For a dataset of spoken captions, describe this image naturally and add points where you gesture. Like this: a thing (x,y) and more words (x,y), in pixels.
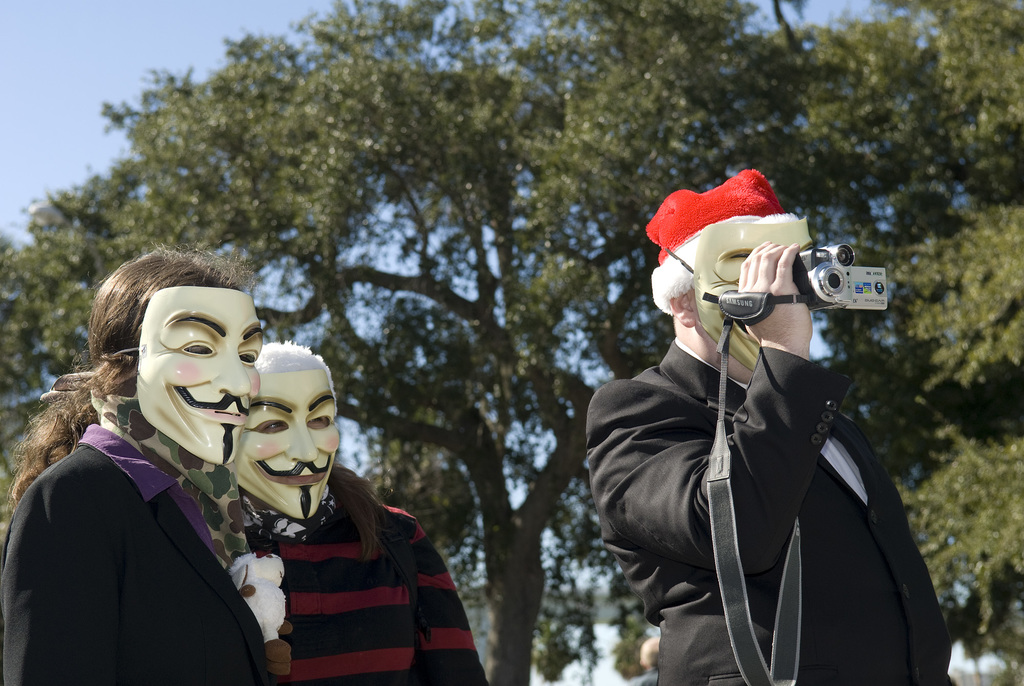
In this image there are three persons (312,573) one person (679,413) is holding camera (812,298) in hands (768,322), in the background (635,156) there are trees (418,154).
